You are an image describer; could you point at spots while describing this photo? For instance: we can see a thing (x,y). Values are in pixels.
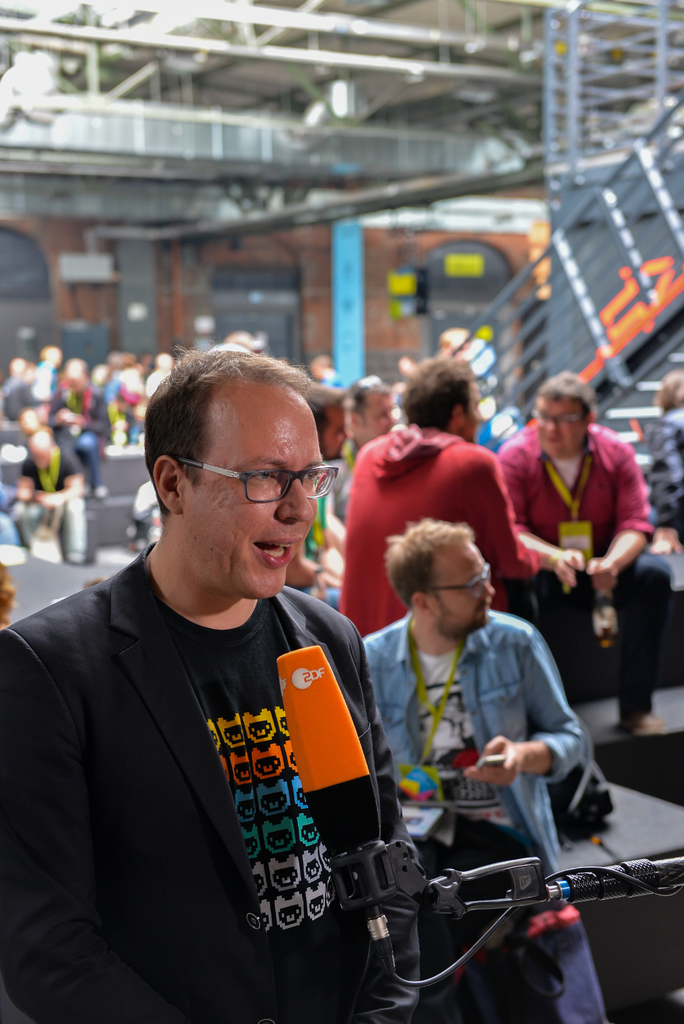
Here I can see a man (231,713) is speaking by looking at the right side (678,770). In front of him there is a mike stand (339,821). On the right side (558,592) there are three men (542,696). A man (499,696) is holding a mobile (488,761) in the hand (481,768), sitting and looking at the right side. Another two men (465,511) are looking at each other. In the background (100,389), I can see a crowd of people (104,406), a staircase (591,257) and a building (219,272).
